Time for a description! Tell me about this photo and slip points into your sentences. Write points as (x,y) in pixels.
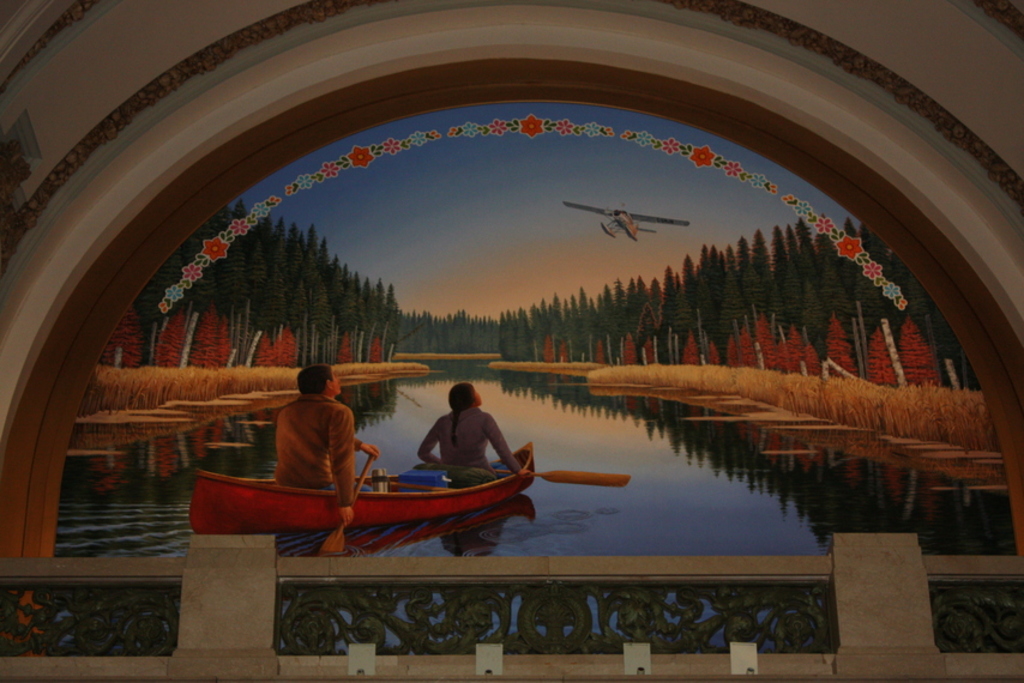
In the image we can see there is a portrait (347,435) on the wall (37,367). There are people (451,403) sitting in the boat (308,500) and the boat (507,491) is floating in the river (568,464). There are trees (362,345) and there is an aircraft (650,217) flying in the sky (479,207). There are iron railings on the wall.
